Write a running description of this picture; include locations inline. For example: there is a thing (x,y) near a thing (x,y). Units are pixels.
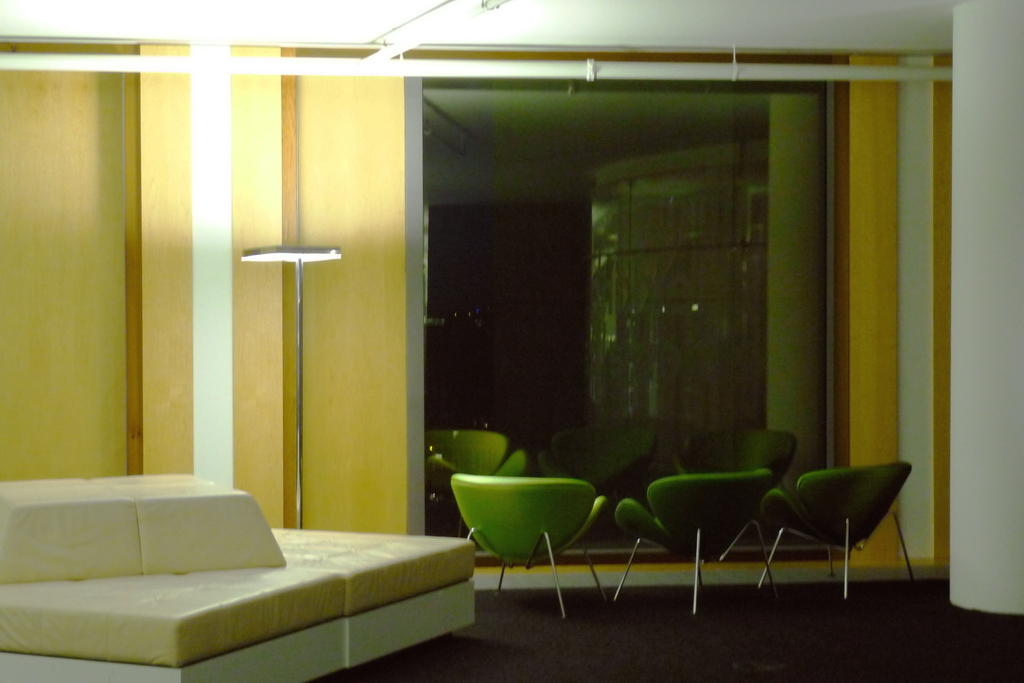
This image is clicked in a room (670,638), In the middle (558,375) there are three empty chairs (662,512), window (527,318) and light (301,272). On the left (326,286) there is a bed (259,611) and wall (79,285).
